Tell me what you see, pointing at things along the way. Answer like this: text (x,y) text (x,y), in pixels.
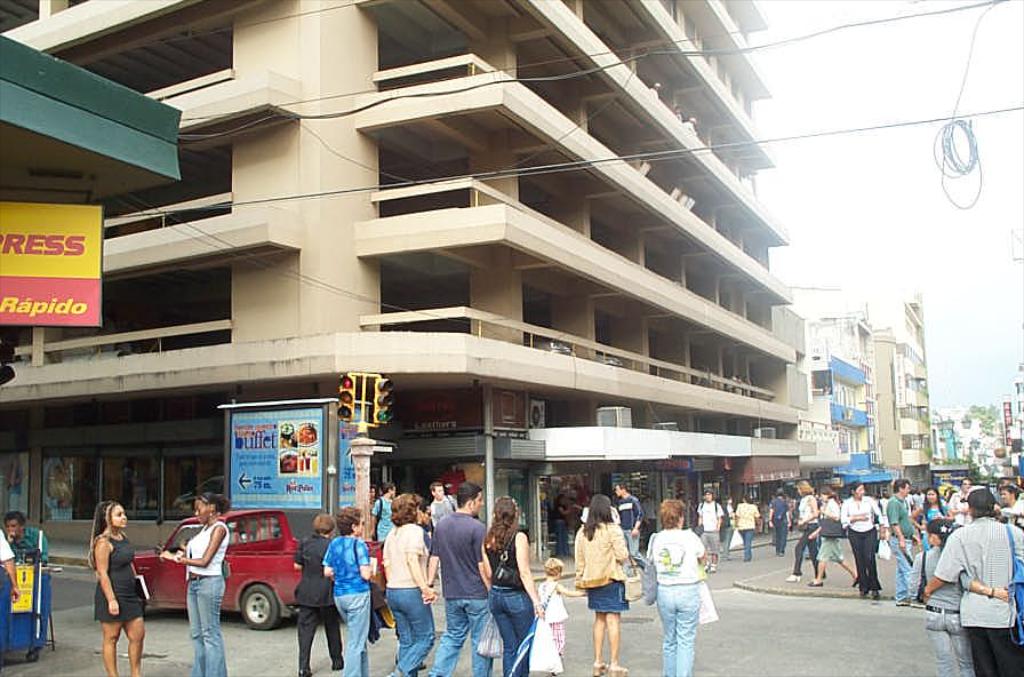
Here we can see group of people (614,549) and there is a vehicle (165,543) on the road (238,634). Here we can see buildings (726,345), poles (361,415), traffic signals (353,390), boards (70,274), and hoarding (343,453). In the background (947,331) we can see sky (924,291).
